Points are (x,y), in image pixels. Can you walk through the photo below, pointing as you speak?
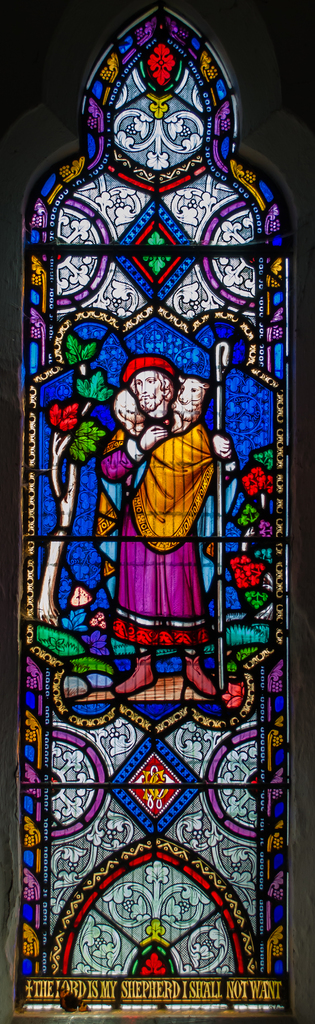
In this image we can see a stained glass (178,677) and some text (233,995) on it.
